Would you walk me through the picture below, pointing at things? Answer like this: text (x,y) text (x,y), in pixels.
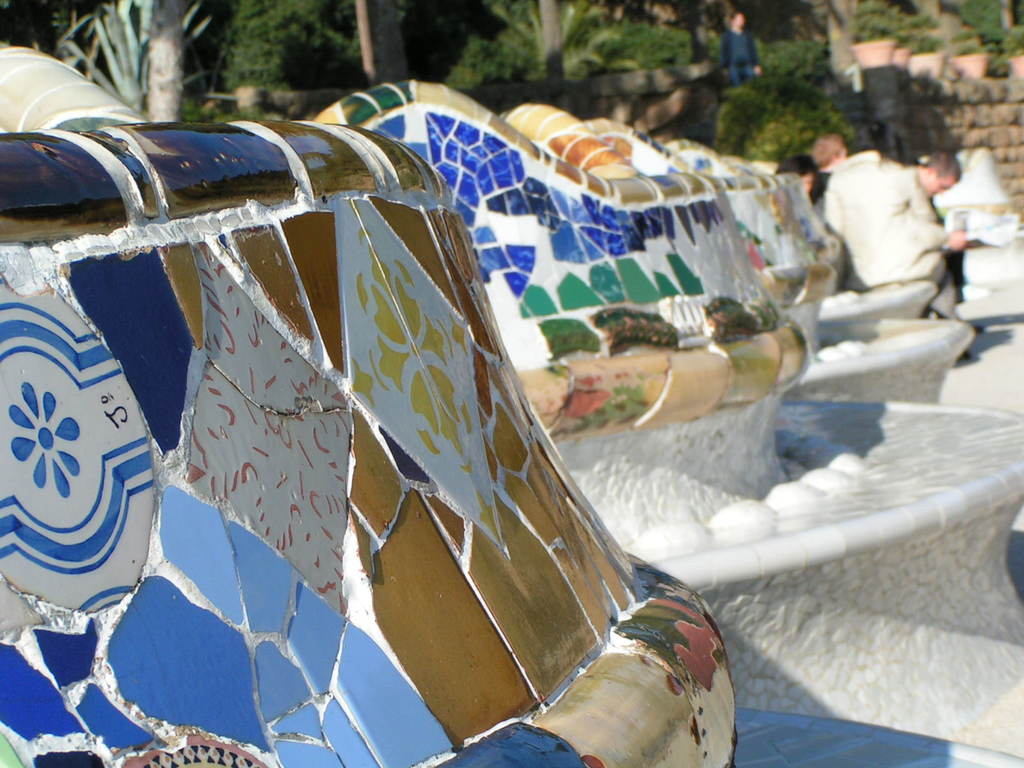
In this image we can see some tiles (592,364) placed on the structures (326,401). On the right side of the image (910,200) we can see a group of people (898,261) sitting on the surface (913,427). At the top of the image (157,47) we can see a group of trees (371,41) and a person (747,44) standing. In the top right corner of the image (933,46) we can see plants (1007,44) planted in pots (975,69).
